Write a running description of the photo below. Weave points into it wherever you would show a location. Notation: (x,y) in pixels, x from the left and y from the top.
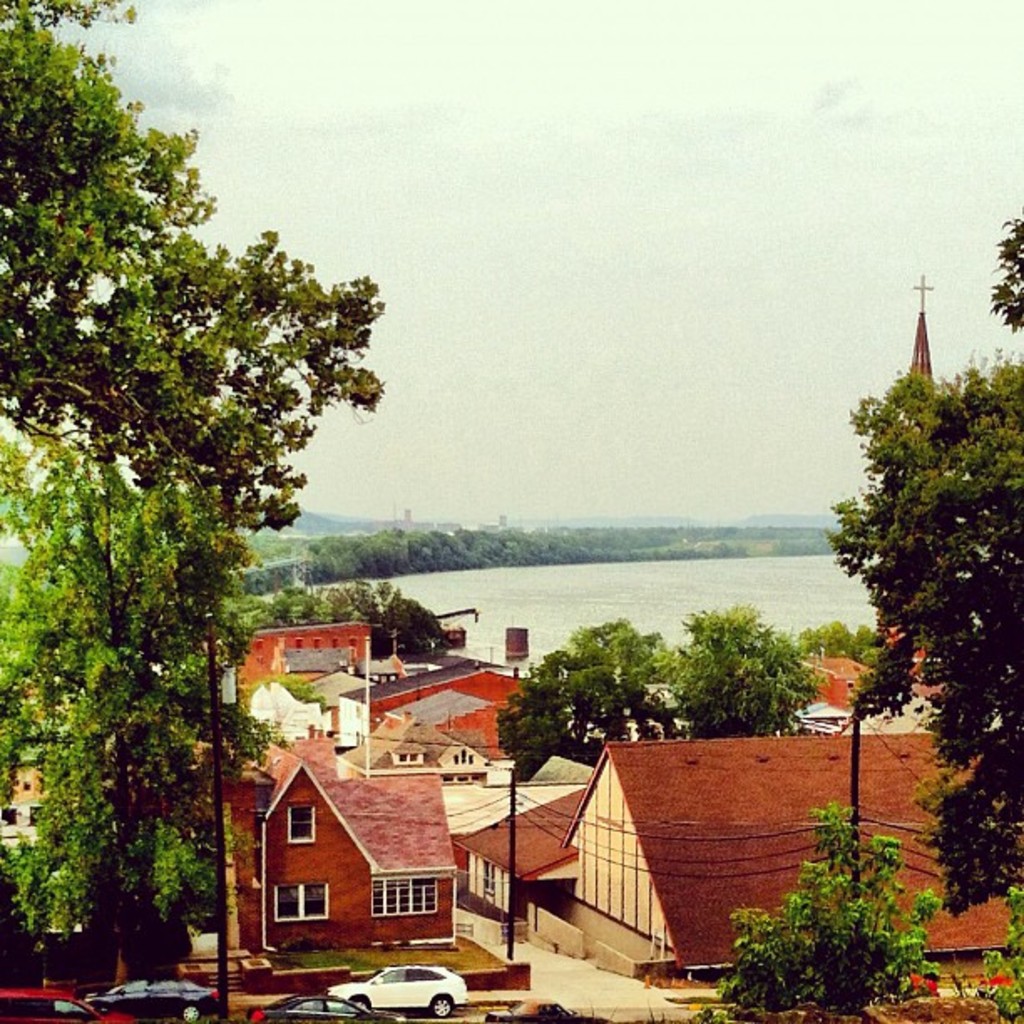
In the image there are many houses (488,754) and trees (881,867) and in front of the houses (341,936) there are few cars (54,1016), behind the trees (367,597) there is a water surface (637,596).
